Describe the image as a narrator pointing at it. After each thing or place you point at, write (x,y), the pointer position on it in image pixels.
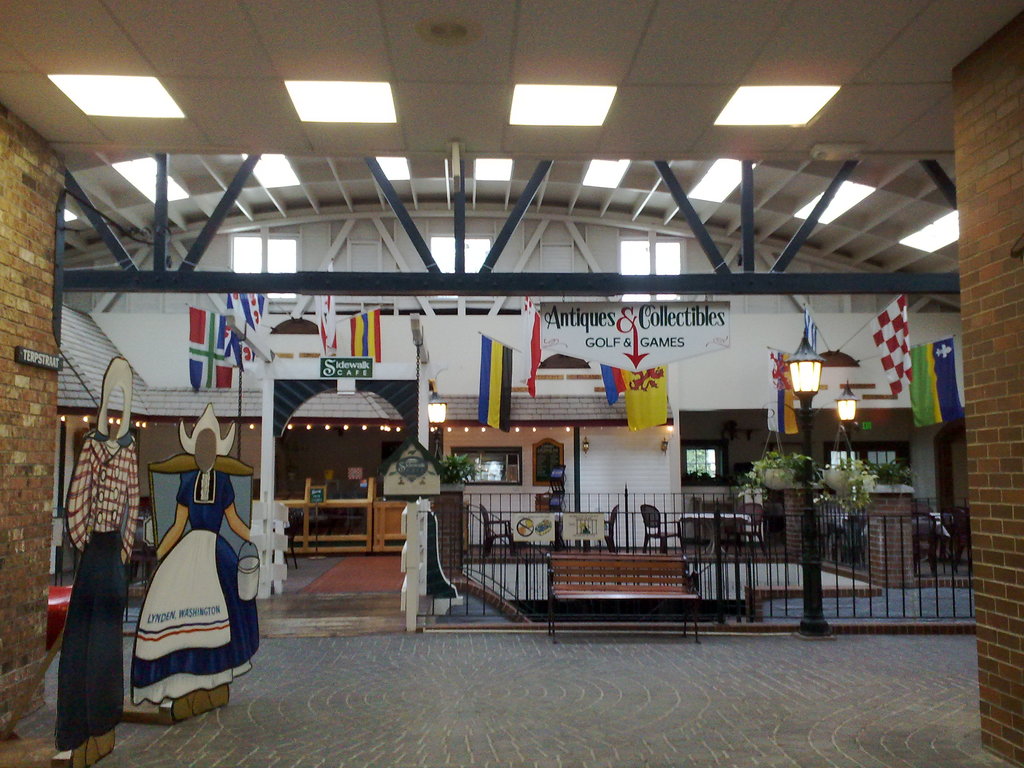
In this picture I can see a building (468,410) and few flags (480,398) and a board (583,350) with some text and I can see a bench (632,557) and a metal fence (721,511) and few plants (859,484) in the pots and I can see couple of paintings (181,552) on the side and few lights (291,184) to the ceiling (422,136).
